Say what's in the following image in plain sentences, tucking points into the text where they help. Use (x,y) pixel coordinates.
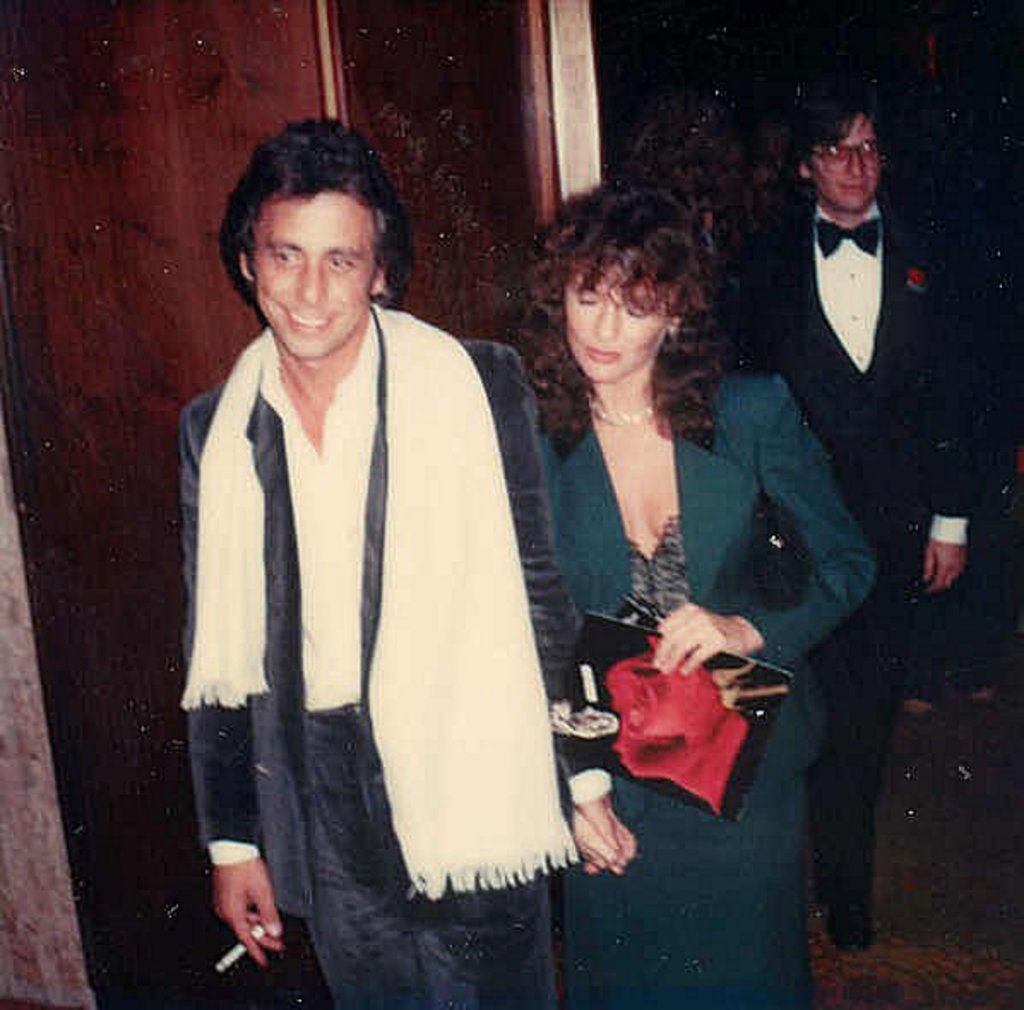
In this image we can see a group of people (771,630) standing on the floor (844,951). One woman (705,617) is holding a book (720,736) in her hand (723,630). In the background (133,112), we can see the wall (454,123).
